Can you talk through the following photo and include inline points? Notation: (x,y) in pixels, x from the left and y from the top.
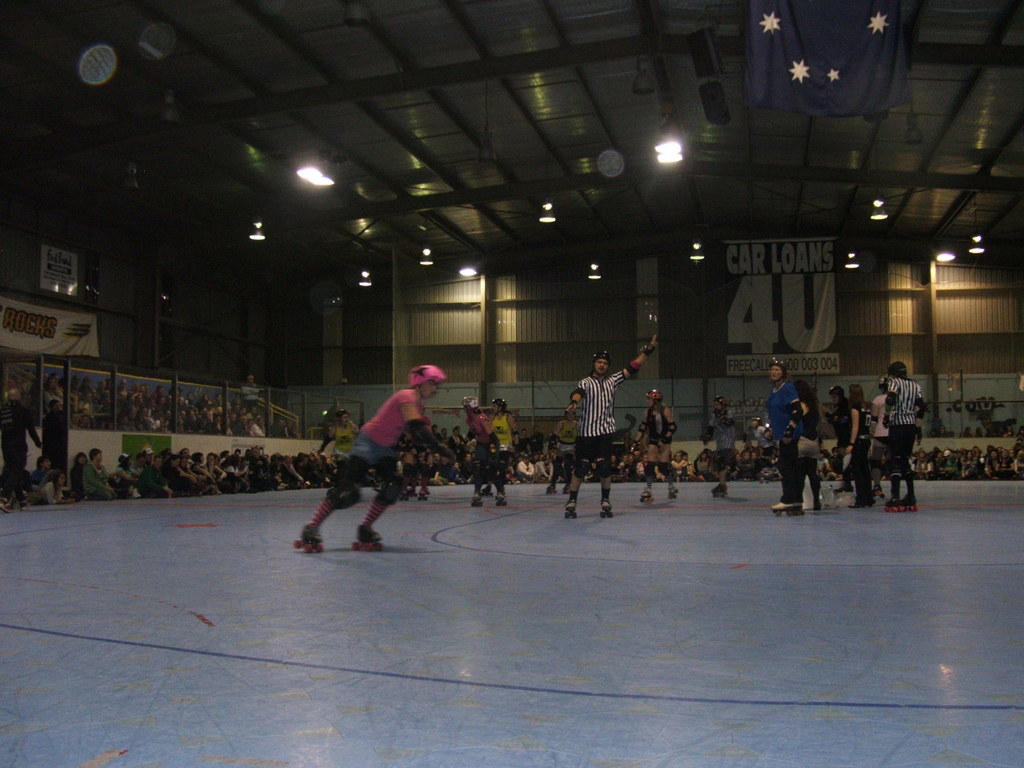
In this image, we can see people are skating on the floor (632,688). Background (801,66) we can see people (65,448), poles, walls (956,436), banners (818,343), lights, shed (1023,197) and cloth (793,53).
